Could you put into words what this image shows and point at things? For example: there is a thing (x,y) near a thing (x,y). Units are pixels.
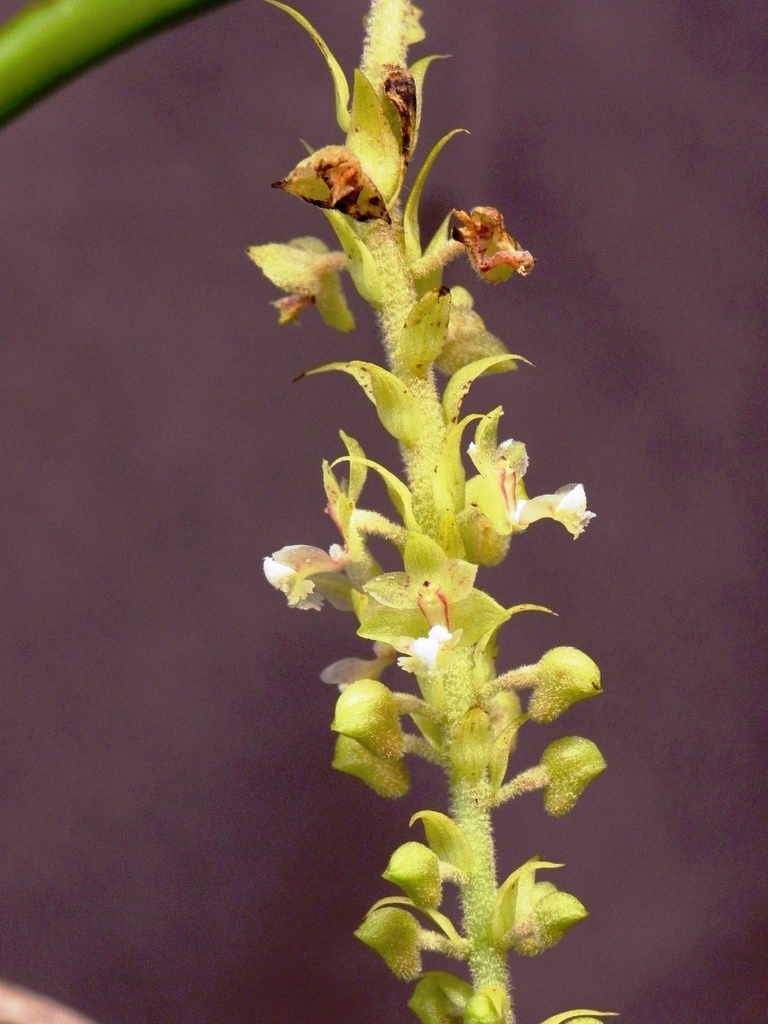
There is a stem (383,291) with white color flowers (435,643). In the background (144,406) it is blurred.
